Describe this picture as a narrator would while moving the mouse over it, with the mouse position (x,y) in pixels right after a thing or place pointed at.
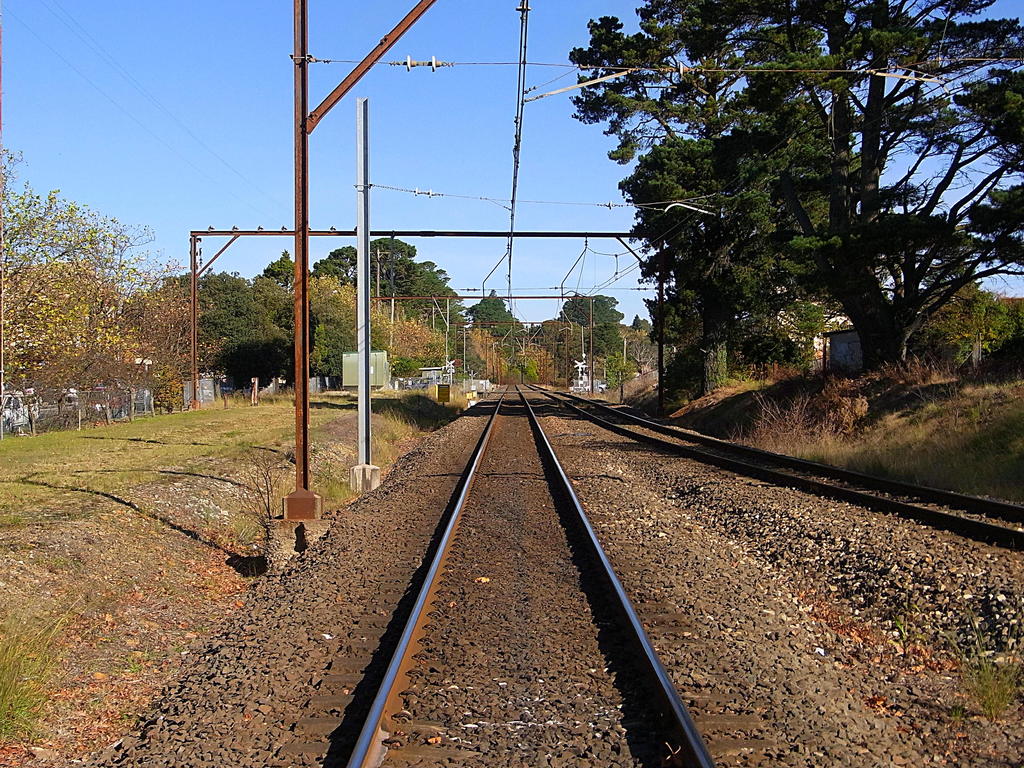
In the picture we can see railway track (522,469), there are some wires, there are some trees (461,353) on left (212,333) and right side of the picture (734,144) and top of the picture (382,120) there is clear sky (383,157).
